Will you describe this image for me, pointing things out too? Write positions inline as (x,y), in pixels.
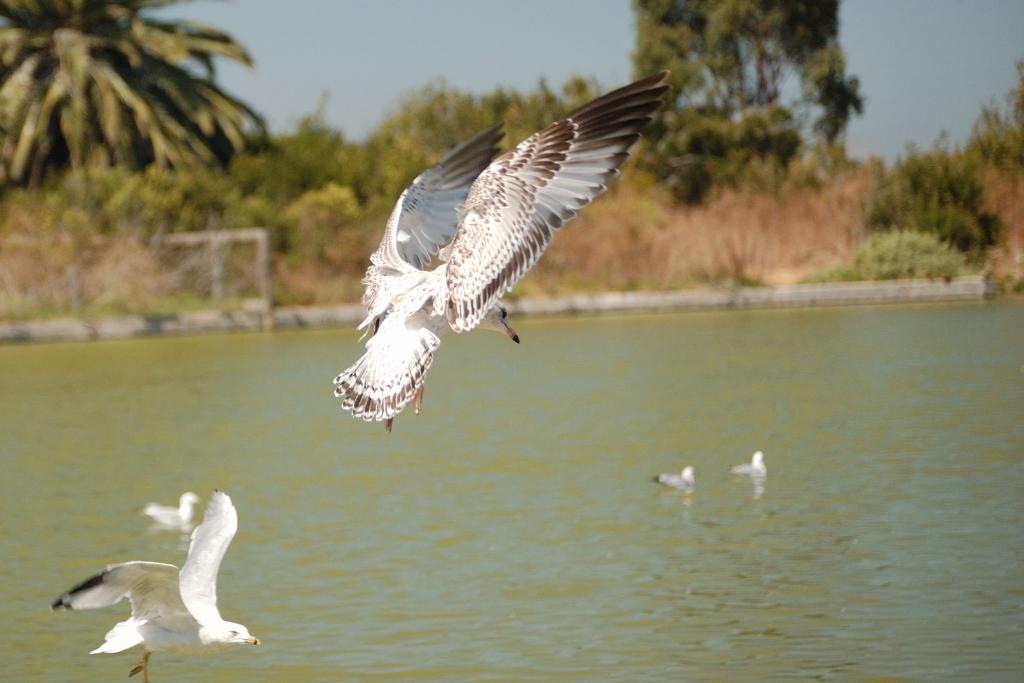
This image is taken outdoors. At the top of the image (321,48) there is the sky (540,38). In the background (163,195) there are many trees (943,219) and plants (820,218) with leaves (745,151), stems (769,206) and branches (191,248). At the bottom of the image (670,613) there is a pond (542,439) with water (676,382). There are a few gulls (173,513) in the pond (500,498). In the middle of the image (392,423) two birds (199,557) are flying in the air.
